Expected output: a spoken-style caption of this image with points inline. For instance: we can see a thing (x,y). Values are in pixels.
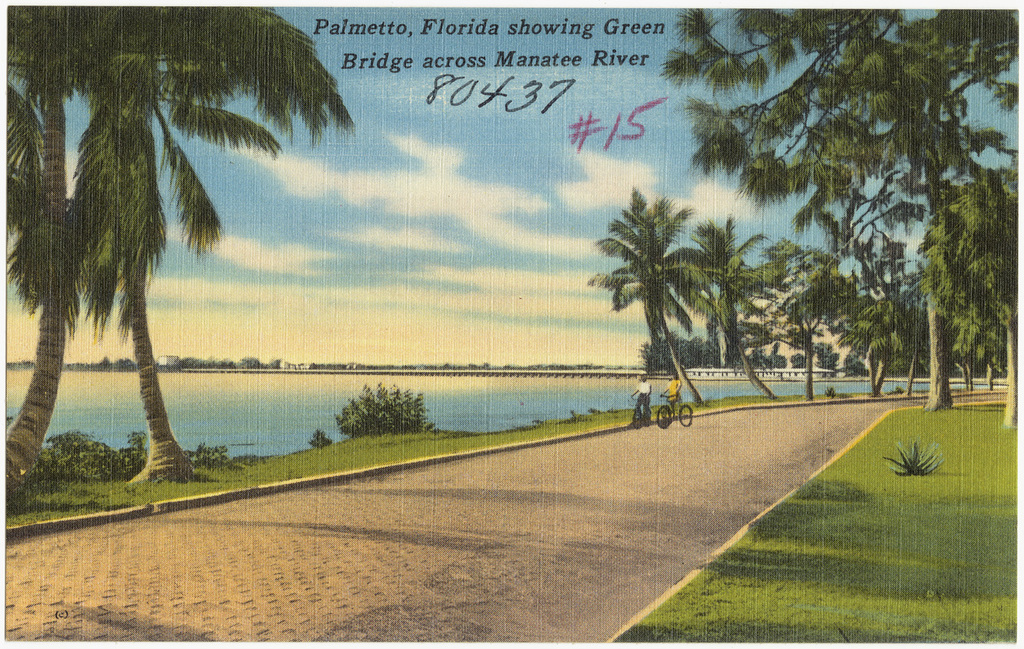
In the picture we can see a photograph of a path (256,539) with two people (648,384) are standing with bicycles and besides it, we can see a grass surface (978,603) and on it we can see trees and beside it, we can see water (130,375) and far away from it we can see trees (122,365), sky (385,347) with clouds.
